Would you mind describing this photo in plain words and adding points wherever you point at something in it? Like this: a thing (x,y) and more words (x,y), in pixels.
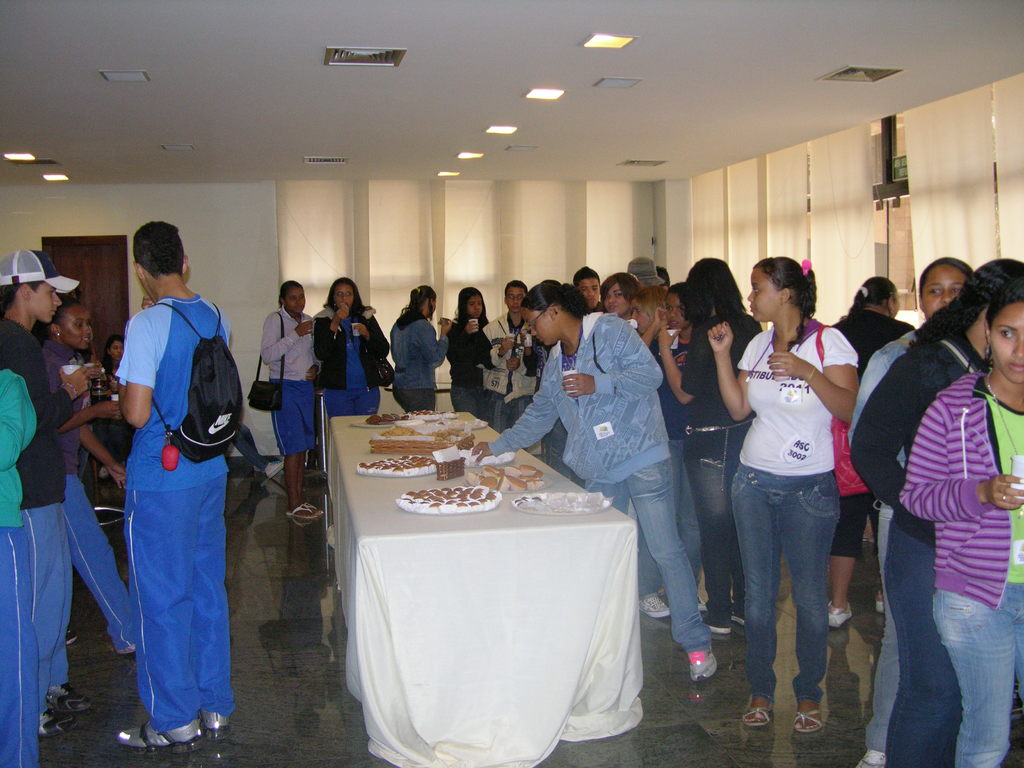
This picture is clicked inside a room (523,173). There are many people (464,351) in the room (537,170) standing. In the center of the room (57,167) there is a table (624,560). A cloth (489,545) is spread on the table (470,615). On the table (456,555) there are plates (551,506), holders (453,464), tissues (443,453) and food (390,464). There are lights (63,178) to the ceiling (532,76). In the background (112,272) there is a door (102,257), wall (202,231) and curtains (432,247).
